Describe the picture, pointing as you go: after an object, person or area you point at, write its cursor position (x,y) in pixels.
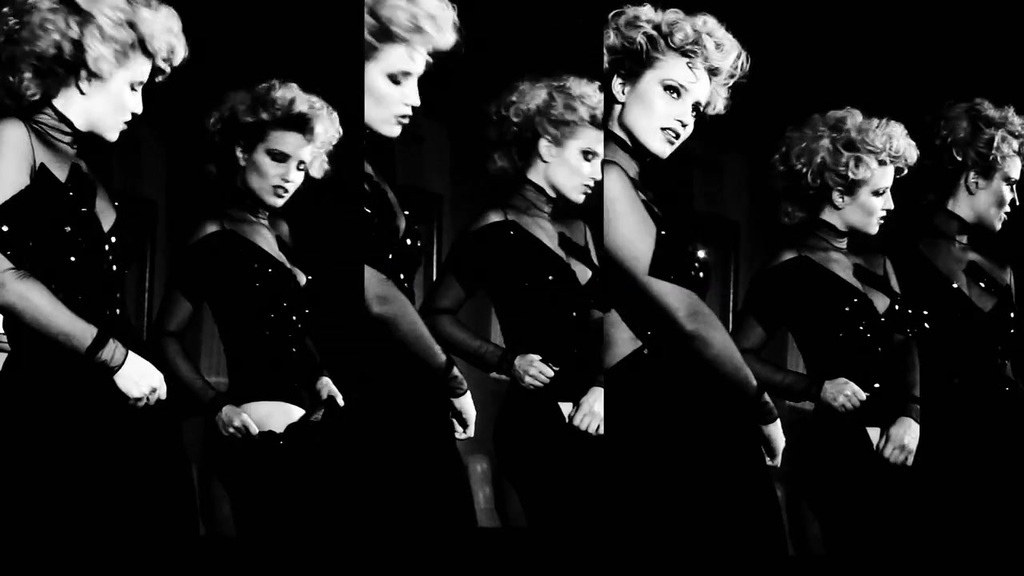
This is a black and white picture. We can see there are a woman (225,303) in the black dress (86,473) in different angles.
